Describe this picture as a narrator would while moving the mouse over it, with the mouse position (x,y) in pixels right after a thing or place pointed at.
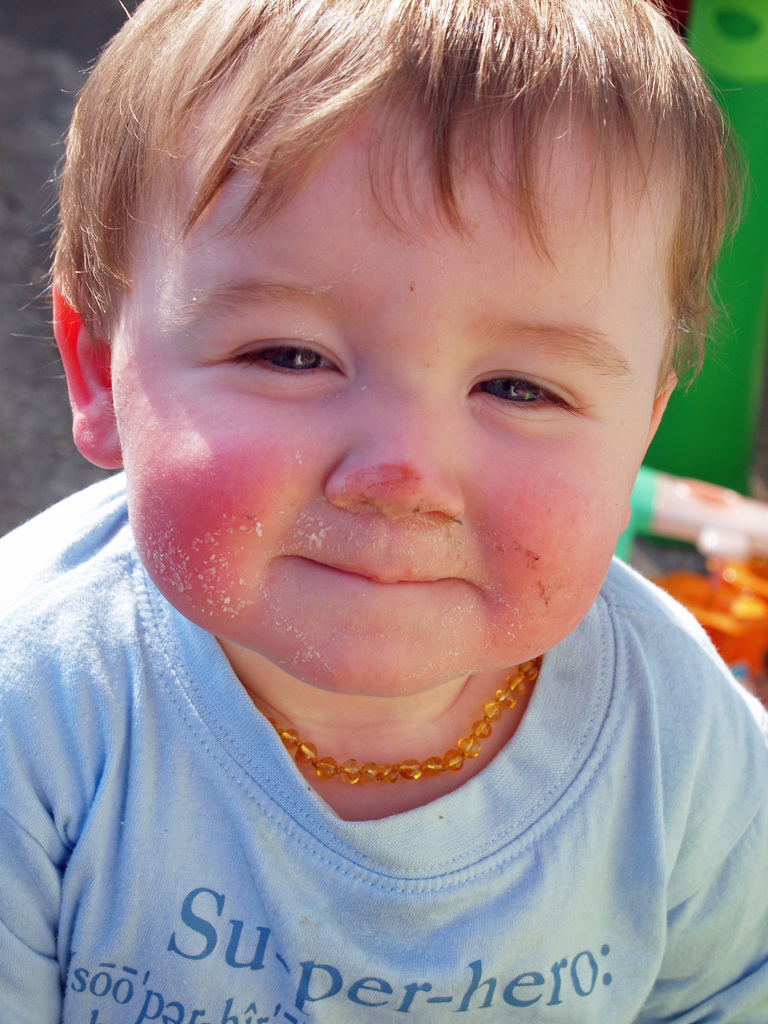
In the image there is a baby (383,740) in blue t-shirt (307,887) and gold hair (231,43) with necklace (324,773) to neck (382,782).
